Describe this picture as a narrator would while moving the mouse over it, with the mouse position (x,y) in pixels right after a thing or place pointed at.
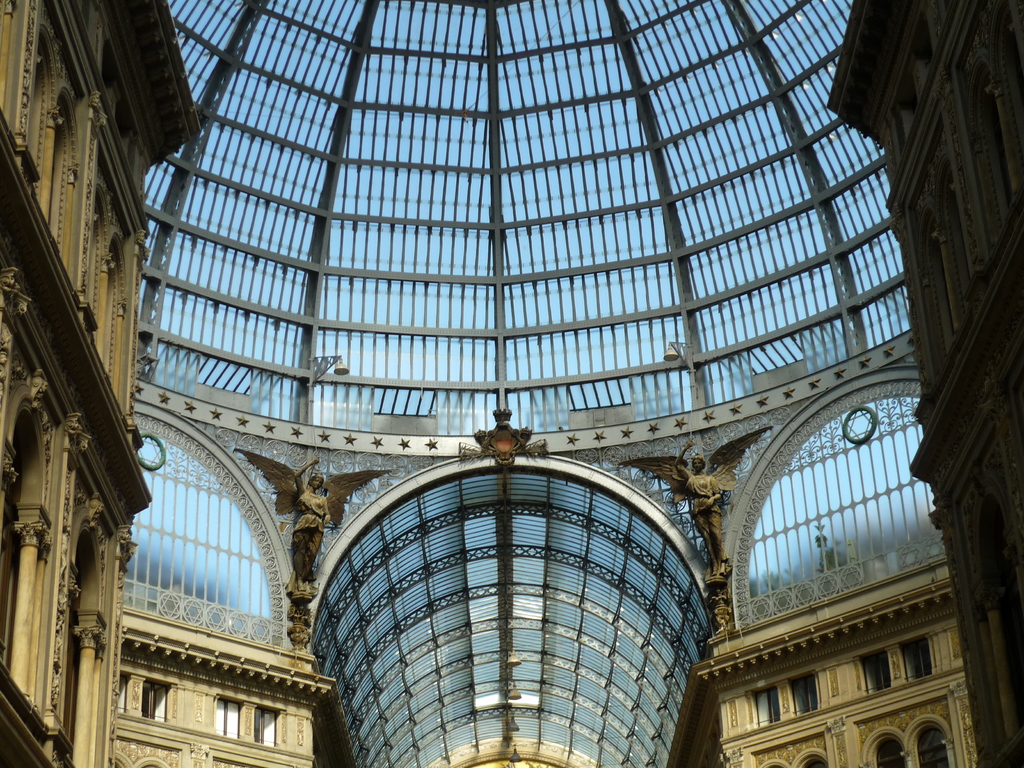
In this image we can see an inside view of a building (842,667). In which we can see statues (712,527), pillars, windows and some lights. At the top of the image (499,42) we can see the roof (593,35).
